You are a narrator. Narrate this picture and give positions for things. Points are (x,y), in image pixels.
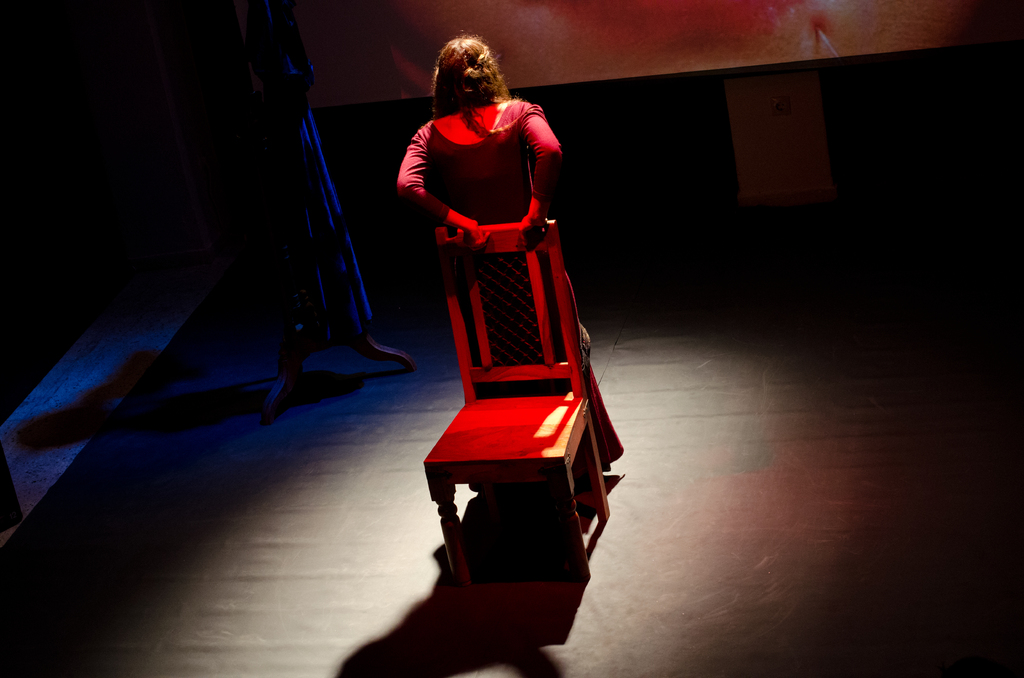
In this image there is one woman (536,150) who is standing and she is holding a chair (534,432). There is one chair (557,469) in the middle of the image (503,444) and the left side of the image (293,247) there is one curtain (295,172) and on the background of the image (633,52) we could see one wall (592,95) and floor (724,406).
